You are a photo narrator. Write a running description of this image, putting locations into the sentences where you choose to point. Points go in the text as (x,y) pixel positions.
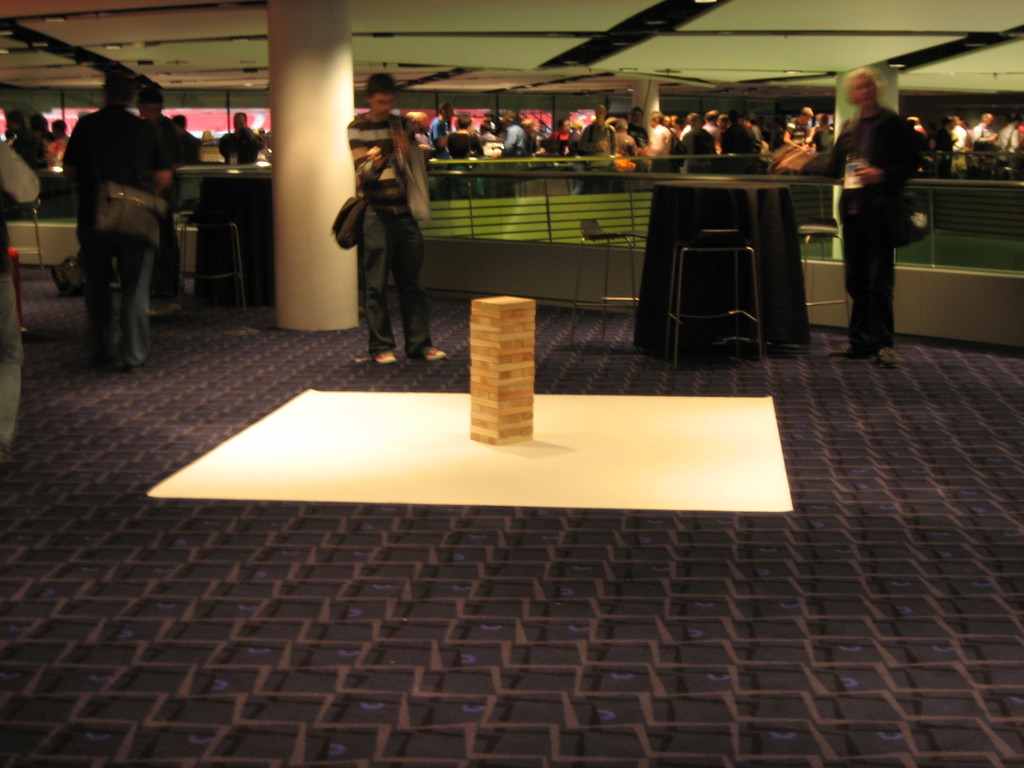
In this image we can see a brick like structure (521,397) is present in the middle of the image (526,347) on the white color surface (707,503). Background of the image (147,156) so many people (364,212) are present and white color pillars (641,85) are there. Two black color tables (783,224) and chairs (681,259) are present.
